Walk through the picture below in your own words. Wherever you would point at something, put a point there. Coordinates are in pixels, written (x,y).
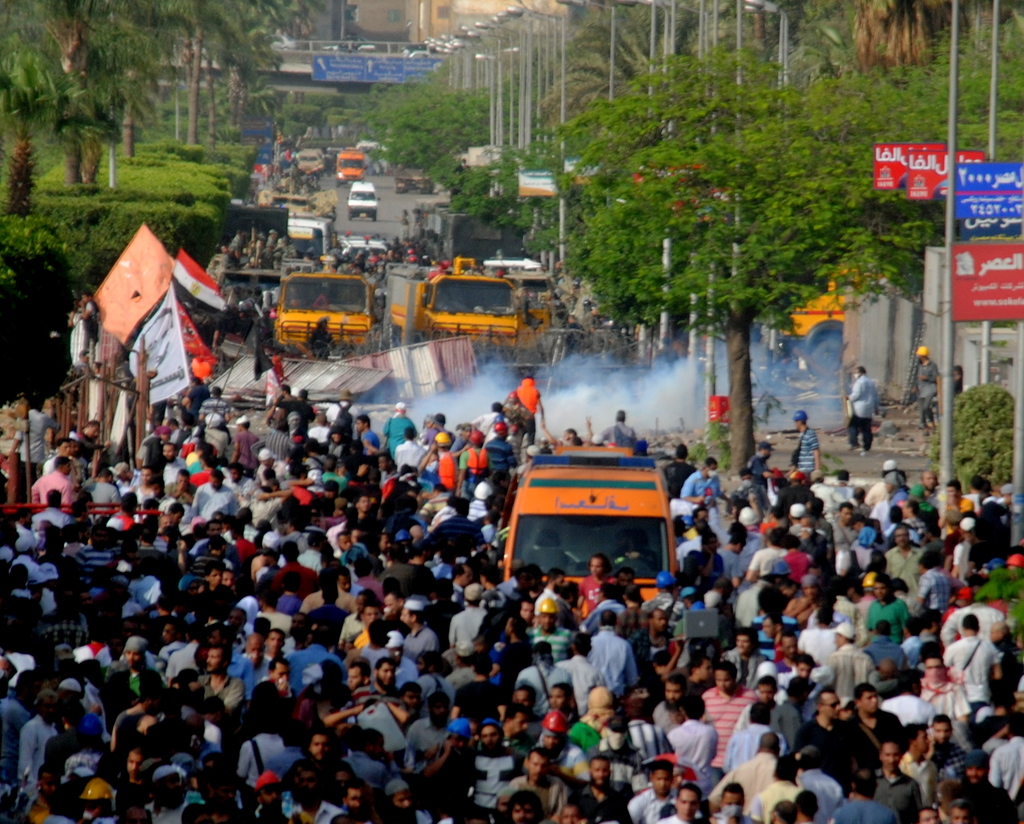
In this picture we can see so many vehicles (284,267) are on the road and we can see so many people (466,479) are on the road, side we can see some trees (589,143) and poles (142,384) with flags (158,375).
